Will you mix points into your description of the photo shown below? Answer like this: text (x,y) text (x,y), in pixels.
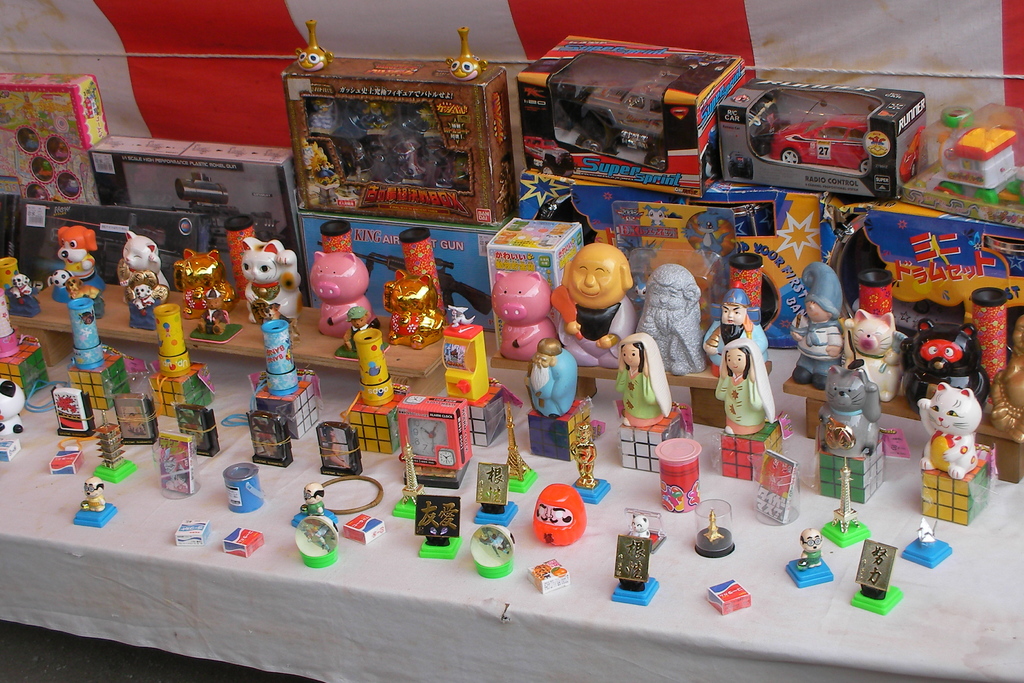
In this picture I can see Rubik cubes (825,458), toys (182,365), an alarm clock (426,427), there are kind of boxes (718,266) and there are some toys (553,363) in the boxes (569,146), on the table (545,479), and in the background (368,49) there is a rope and a cloth (150,102).
